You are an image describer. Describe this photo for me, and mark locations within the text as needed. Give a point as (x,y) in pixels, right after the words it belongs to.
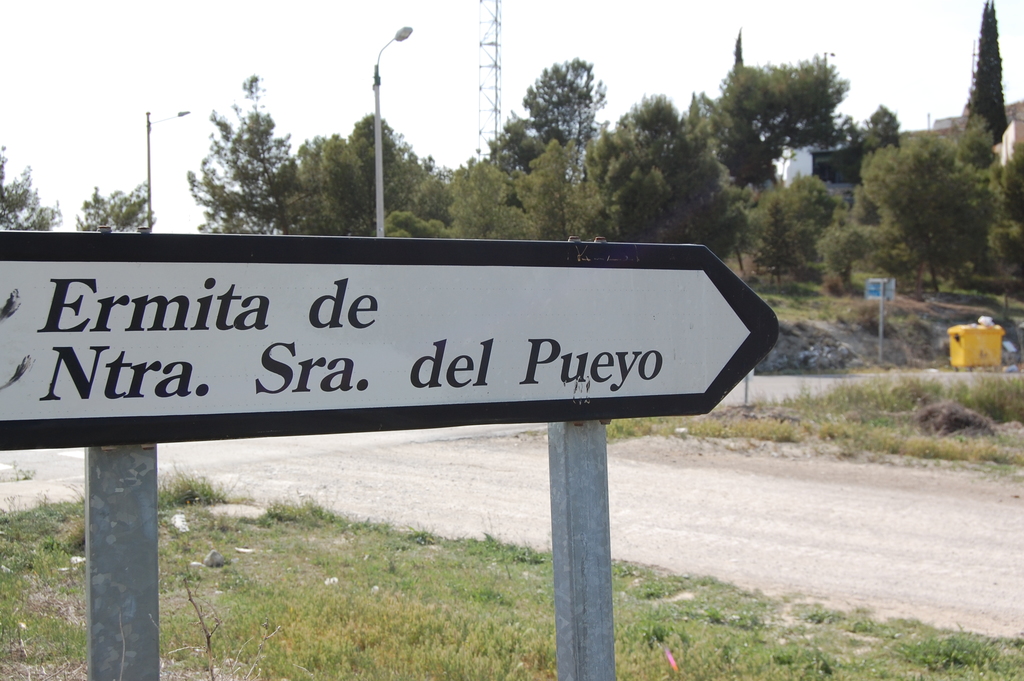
In this image there is the sky (649,32), there is a tower (494,67) truncated towards the top of the image (490,54), there is a building (1007,148) truncated towards the right of the image (1004,136), there are trees (695,184), there is a tree (13,202) truncated towards the left of the image (20,191), there is a tree (968,199) truncated towards the right of the image (1000,200), there are poles (380,156), there are street lights (399,38), there is road (874,463), there is the grass (907,394), there is a board (331,339) truncated towards the left of the image (63,341), there is text (443,358) on the board (233,356), there is grass (345,632) truncated towards the bottom of the image (354,607).
